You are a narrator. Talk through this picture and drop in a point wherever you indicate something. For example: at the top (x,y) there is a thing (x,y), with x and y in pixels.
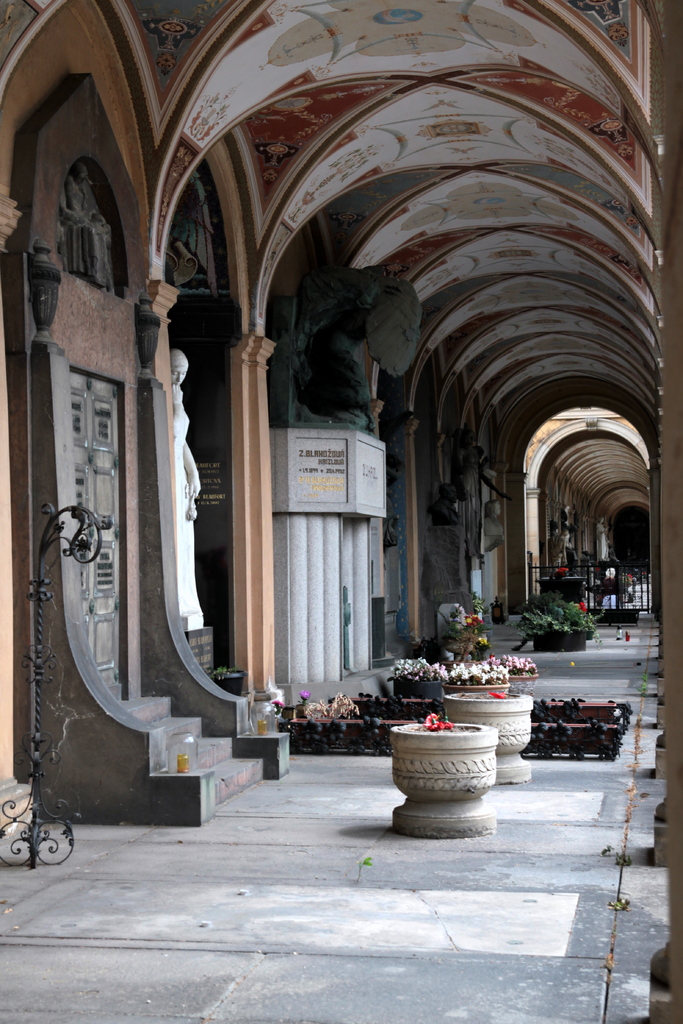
In this image there are few pots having plants (564,611). Pots (521,699) are kept on the floor (252,892). Left side (197,618) there is a statue (187,559). Left side there is a stand (69,510). Background there is a wall (37,450) having a door (104,615). Before the door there are stairs (211,754). Right side (585,594) there is a fence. Few sculptures (284,348) are on the wall (266,327).
